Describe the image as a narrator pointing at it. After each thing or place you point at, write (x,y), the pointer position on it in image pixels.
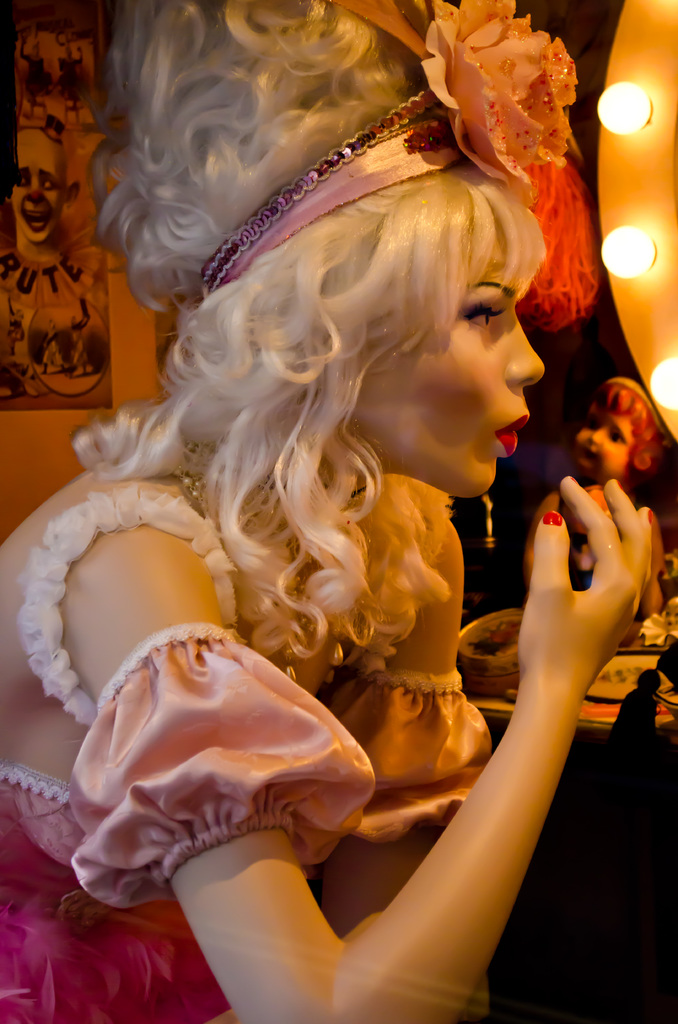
In this image there is a femme mannequin (258,539). There is a costume (88,852) on the mannequin (366,577). In the top right (619,117) there are bulbs (643,94). Beside the femme mannequin (574,703) there is a table (587,729). On the table (630,682) there are boxes (496,659) and a doll (590,453). In the background (65,435) there is a wall (51,445). There are posters (86,312) sticked on the wall (115,349). There are images (47,158) and text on the posters (65,330).
